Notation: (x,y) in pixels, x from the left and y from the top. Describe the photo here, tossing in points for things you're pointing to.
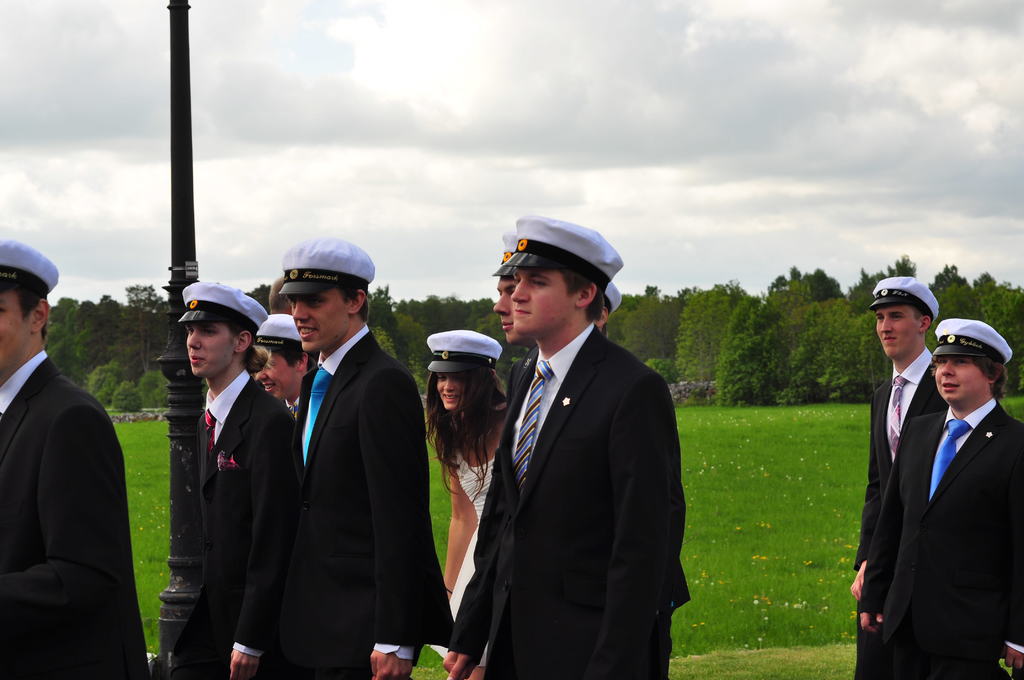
In this picture there is a group of boys (624,401) wearing black coat (613,480) and white navy caps (600,250), smiling and walking. Behind there is a grass lawn (711,483). In the background (668,334) we can see some trees (668,334).
